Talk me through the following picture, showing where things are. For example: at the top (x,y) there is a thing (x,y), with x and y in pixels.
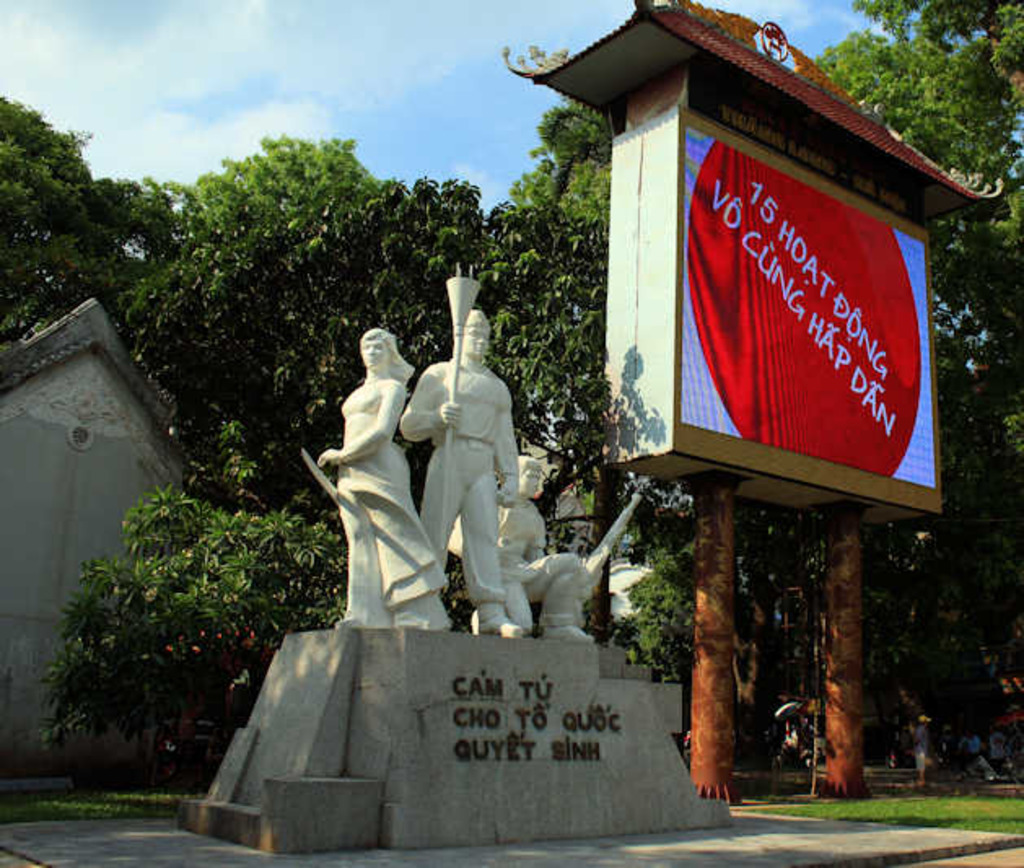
In this image we can see some statues (532,573). On the right side of the image (768,332) we can see a screen (755,352) with some text (769,273) on it is placed on metal poles (840,616), we can also see a person (924,758) standing on the ground (917,797) and a group of trees (878,549). On the left side of the image (110,465) we can see grass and a building (108,456). At the top of the image (342,113) we can see the sky (270,21).
